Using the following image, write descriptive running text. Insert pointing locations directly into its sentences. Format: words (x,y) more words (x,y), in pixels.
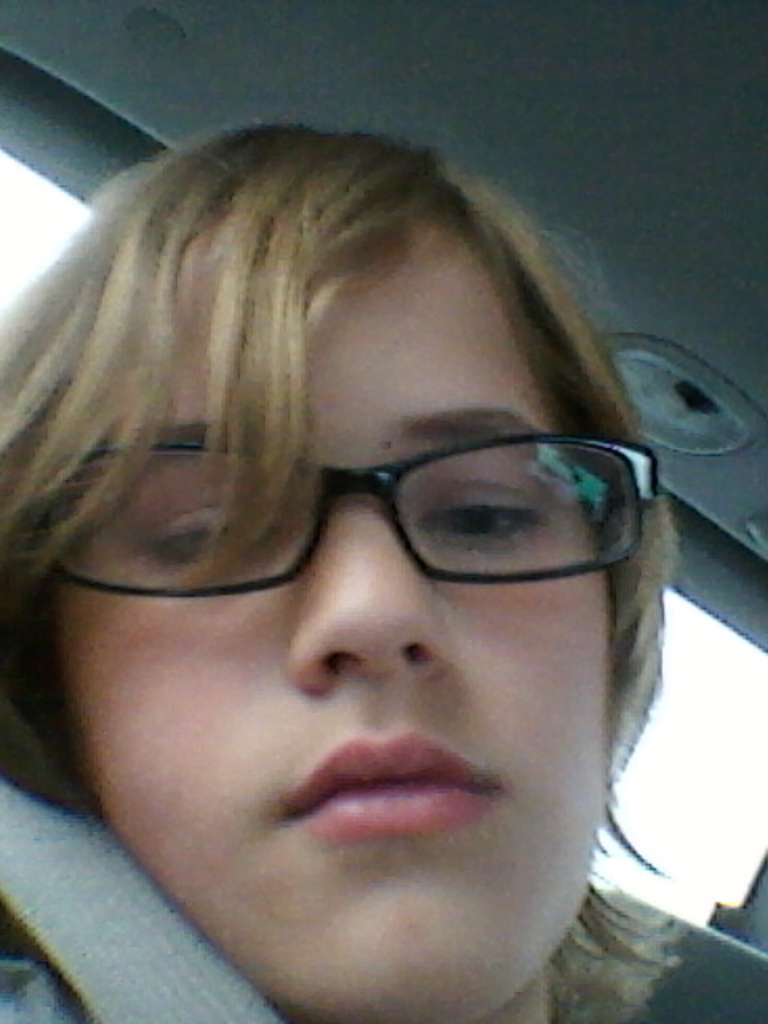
In this picture I can see a girl's face (347,737) in front (278,852) and I see that she is wearing spectacles (354,487). On the top of this picture (174,80), I can see the grey color thing (477,118) and I see that it is a bit white color in the background (69,231).
